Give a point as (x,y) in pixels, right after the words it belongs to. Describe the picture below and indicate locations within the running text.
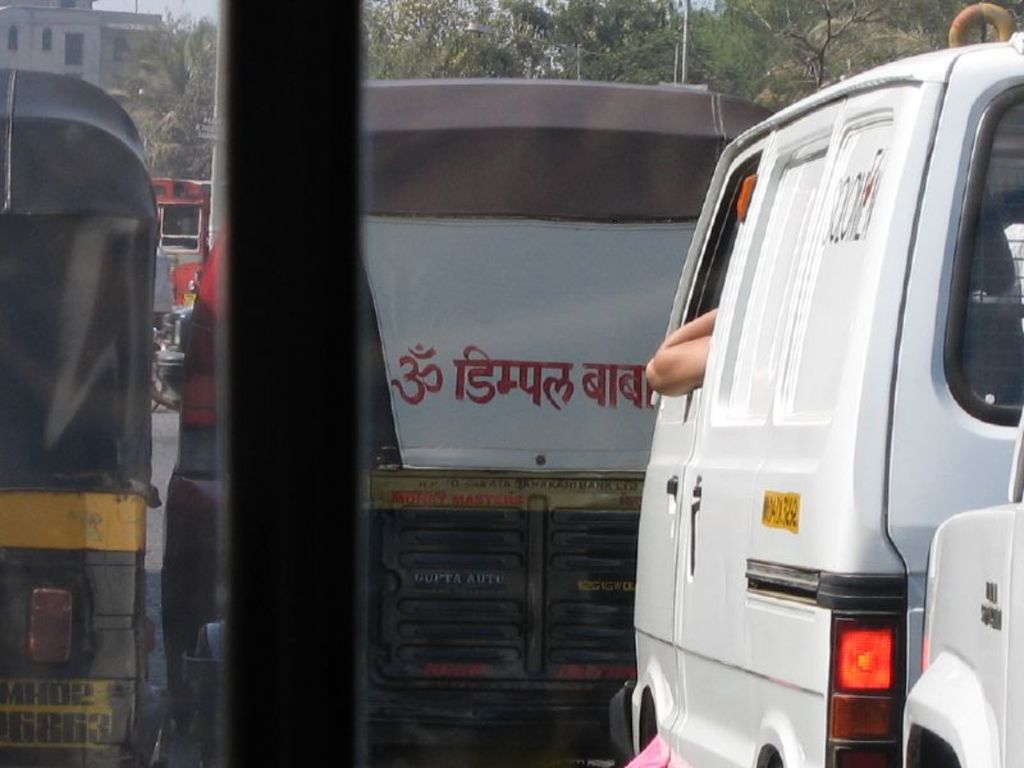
In this image we can see a group of vehicles (405,320) on the road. We can also see some poles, a group of trees (384,52), a building (83,20) with windows (126,46) and the sky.
